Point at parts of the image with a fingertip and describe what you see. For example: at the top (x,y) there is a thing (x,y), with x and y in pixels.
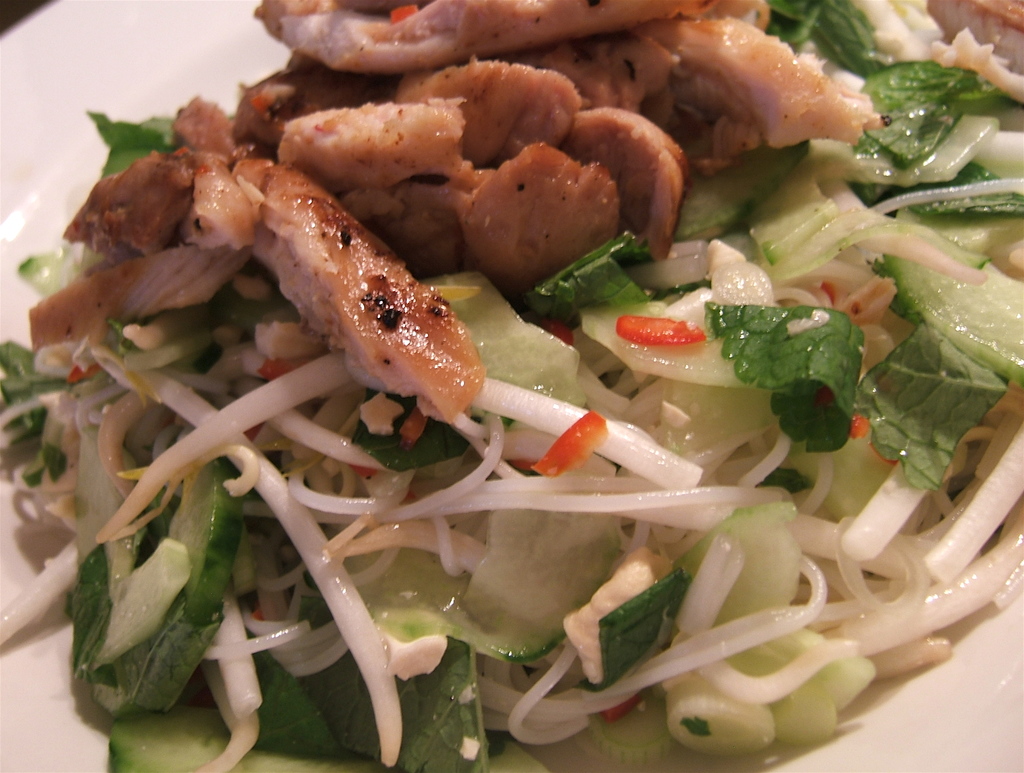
In this picture there is a food (611,455) on the white color plate (865,731).
